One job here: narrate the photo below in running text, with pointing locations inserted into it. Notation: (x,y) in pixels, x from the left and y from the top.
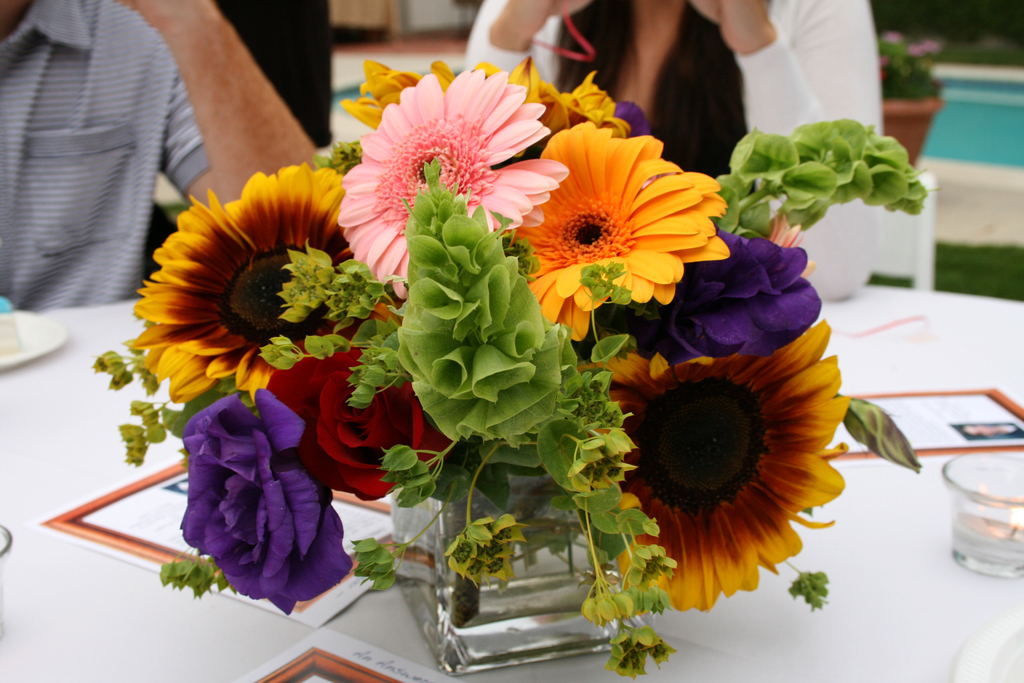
In this picture we can see flower pot (787,544) placed on the white table (897,554). Behind we can see a girl (736,89) wearing white t-shirt (751,94) sitting on the chair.
